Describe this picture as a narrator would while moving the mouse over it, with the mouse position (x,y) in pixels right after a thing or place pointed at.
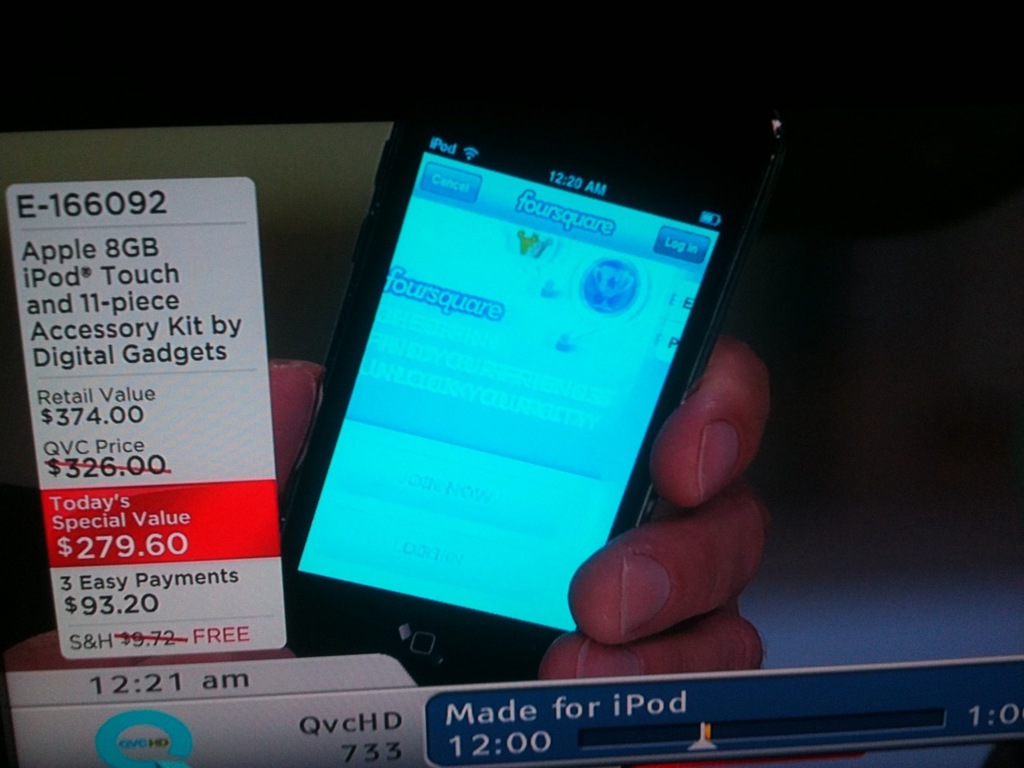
In this image I can see the screen (399,290) of a device (340,467). On the screen (661,566), I can see a person's hand (694,492) holding a mobile (453,389). On the left side (120,466) a graphic (148,433) is shown on the screen (293,431). On the graphic (129,423) there is some text (145,464) and numbers (160,540). The background (16,571) is blurred.
